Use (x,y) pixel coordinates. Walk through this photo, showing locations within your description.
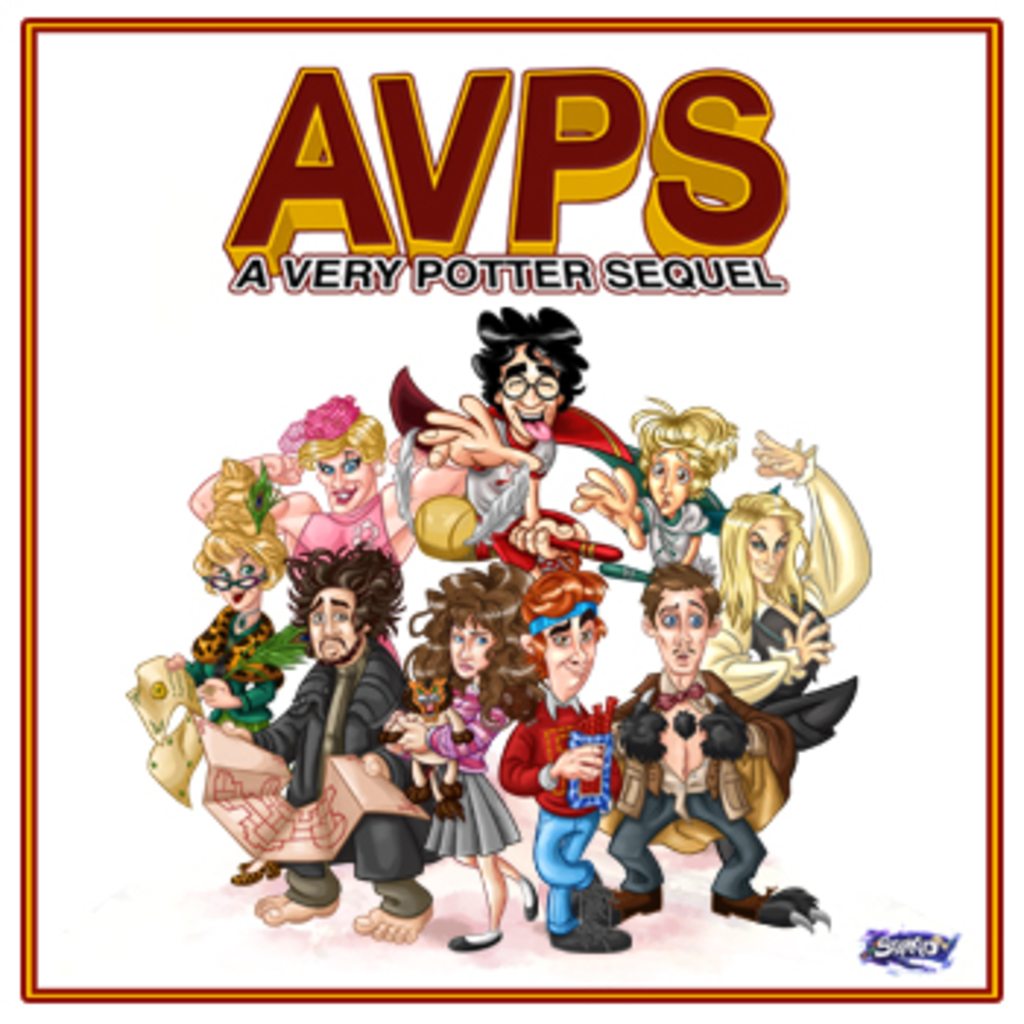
In this image there is a poster (496,598), there are a group of persons (440,633) on the poster (468,719), the persons (468,632) are holding an object (604,727), there is text (432,199) towards the top of the image (451,178), there is text (935,944) towards the bottom of the image (867,950), the background of the image (854,915) is white in color.
